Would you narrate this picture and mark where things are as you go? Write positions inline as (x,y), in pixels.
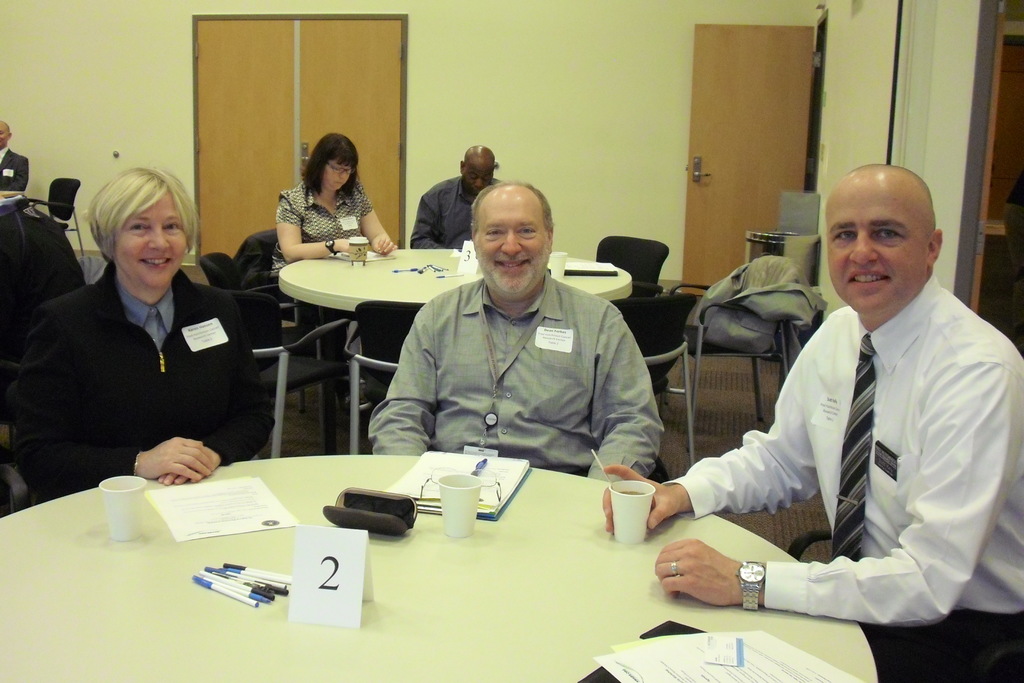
At the bottom of the image (23,522) there is a table (99,659), on the table (35,507) there are some papers (681,672) and pens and cups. Behind the table (683,534) few people (977,465) are sitting and smiling. Behind them there are some chairs (279,309) and few people (279,211) are sitting and there are some tables (313,283), on the tables (299,285) there are some cups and pens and papers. At the top of the image (944,37) there is wall (937,115), on the wall (890,3) there is a door (264,38).
